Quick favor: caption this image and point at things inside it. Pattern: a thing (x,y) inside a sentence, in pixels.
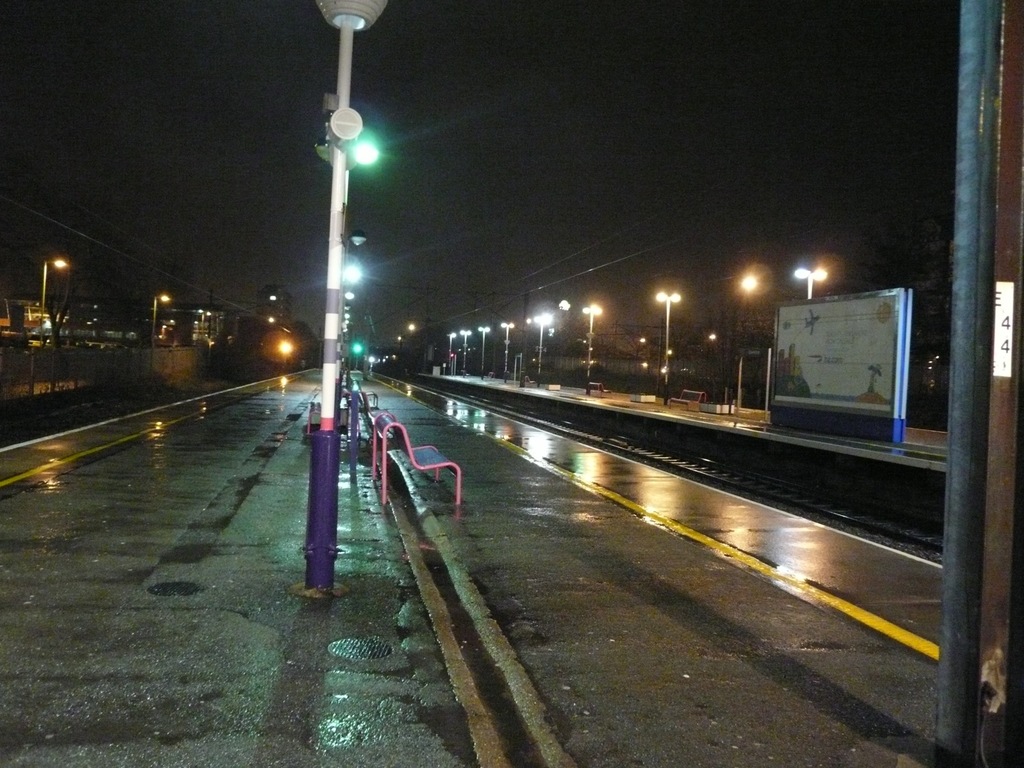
In this image we can see there are benches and street lights (327,357) on the ground (532,498) and there is the board (831,334), railway track (842,499), fence (727,380) and the sky (652,185).
